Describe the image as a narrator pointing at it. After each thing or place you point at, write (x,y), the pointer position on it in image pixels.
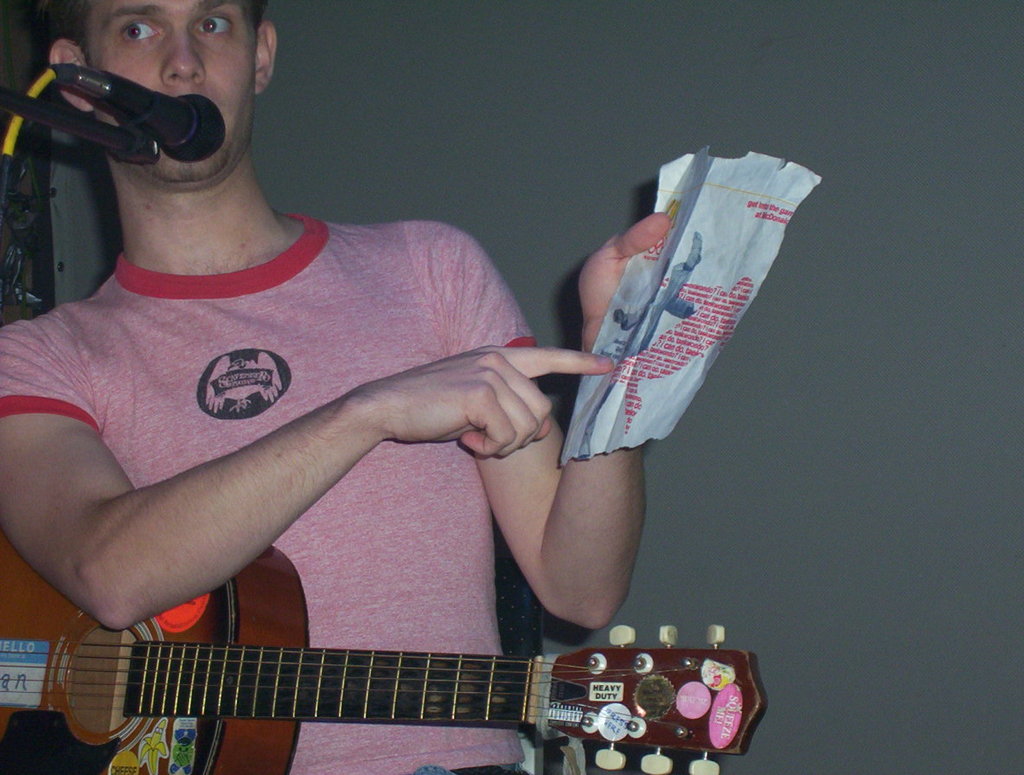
In this picture we can see man (226,287) holding guitar (376,695) and paper (577,417) with his hand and talking on mic (190,157) and in background (769,337) we can see wall (868,430).
